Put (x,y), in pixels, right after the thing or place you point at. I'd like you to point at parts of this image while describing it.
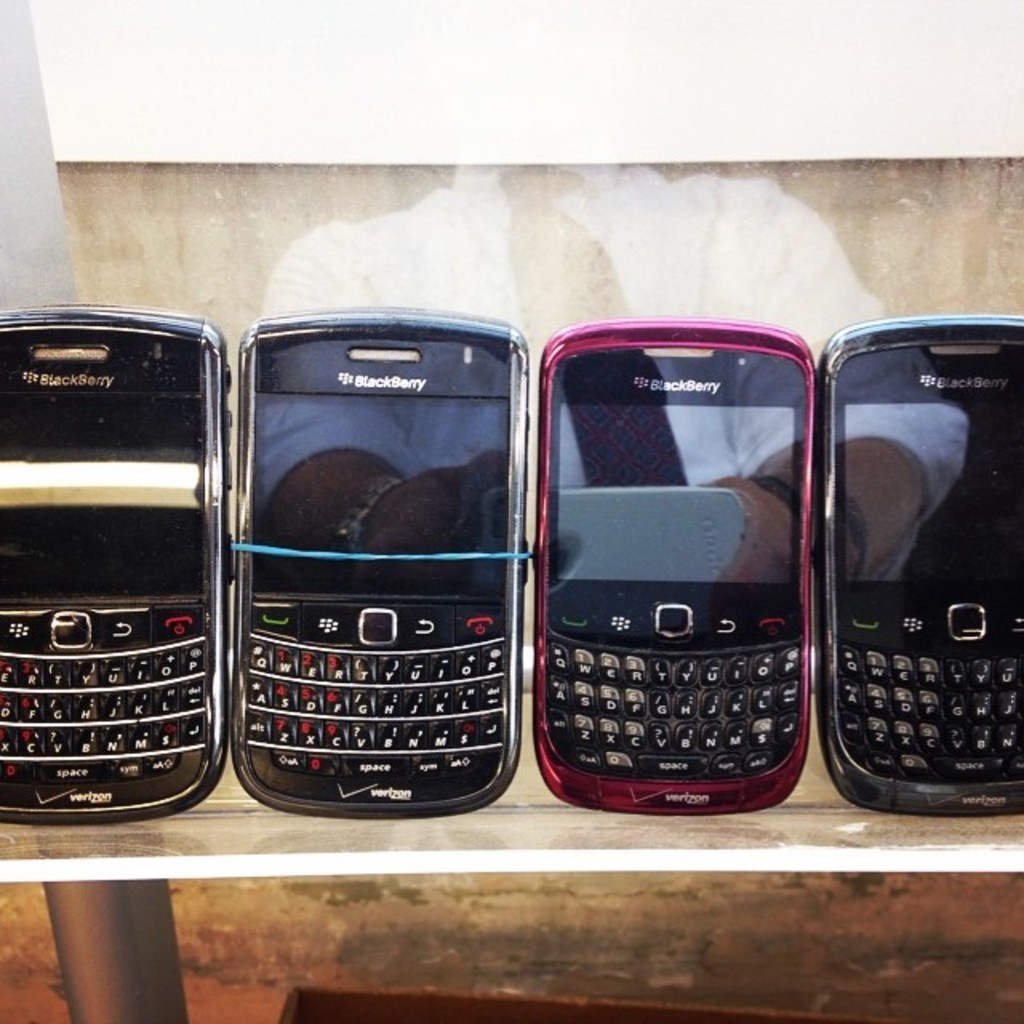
In this image there are four mobiles (612,493). Here we can see reflection (588,450) of a man (589,482) holding a phone (609,511) wearing white shirt (478,257) and tie (615,480).
